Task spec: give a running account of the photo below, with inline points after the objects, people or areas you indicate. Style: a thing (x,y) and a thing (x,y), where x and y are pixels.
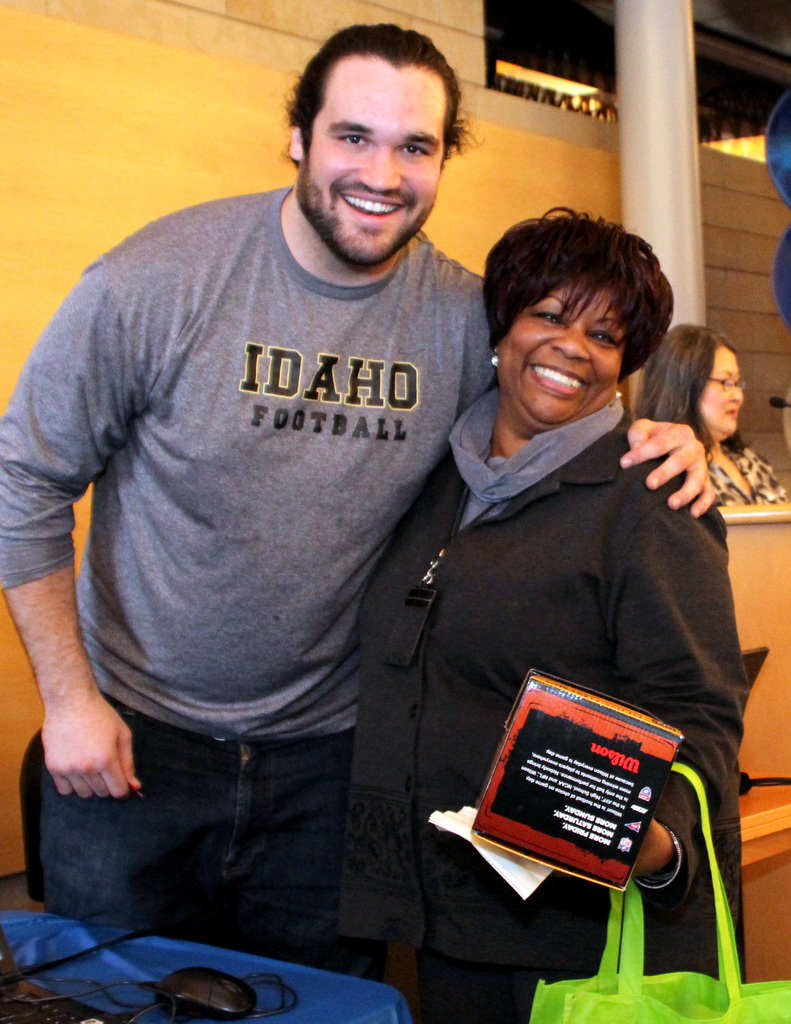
This picture is taken inside the room (607,746). In this image, in the middle (435,417), we can see two persons (466,472) man (457,381) and woman (485,419) and woman (650,690) is holding something in her hand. On the right side (699,382), we can also see a woman (699,428) standing in front of a podium (776,515). In the background (234,90), we can see a wall (581,198) and pillar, at the bottom (307,1016), we can see a mouse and electric wires (268,1016) and a cover (317,1014) which is in blue color.
